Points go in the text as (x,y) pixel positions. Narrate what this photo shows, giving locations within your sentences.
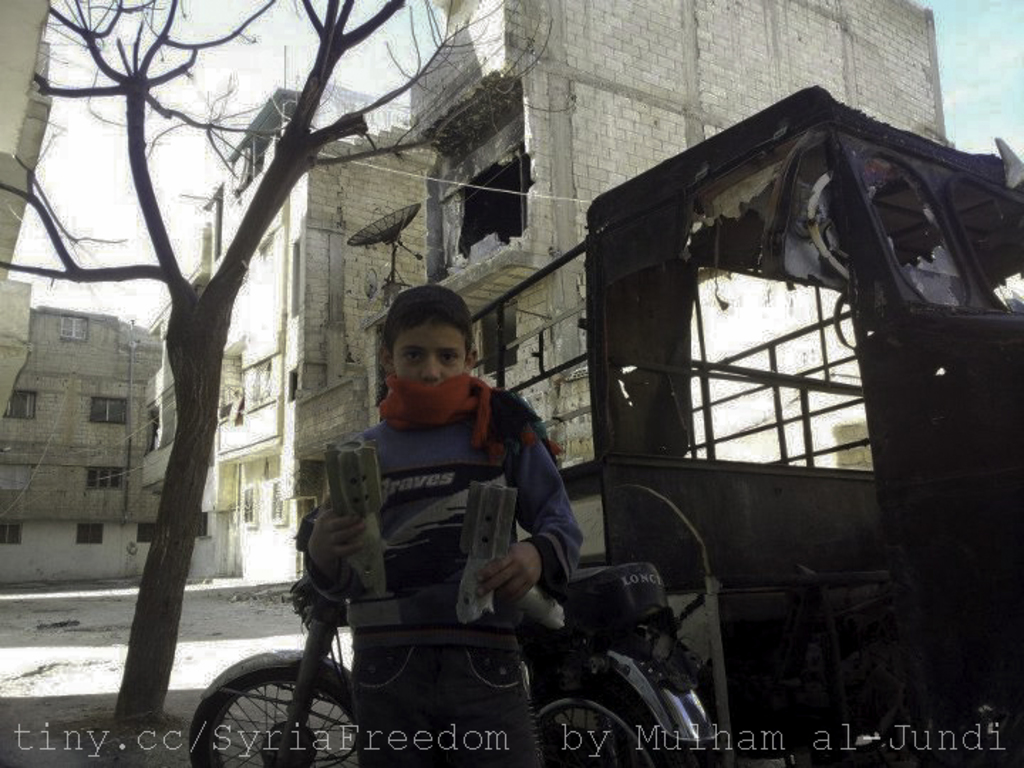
This picture shows a boy (404,433) standing and he is holding something in the hands (504,560) and we see a motorcycle (280,757) and couple of buildings (54,545) and we see a tree (298,163) and a old vehicle (606,248) on the side and we see a blue cloudy sky (999,68).
